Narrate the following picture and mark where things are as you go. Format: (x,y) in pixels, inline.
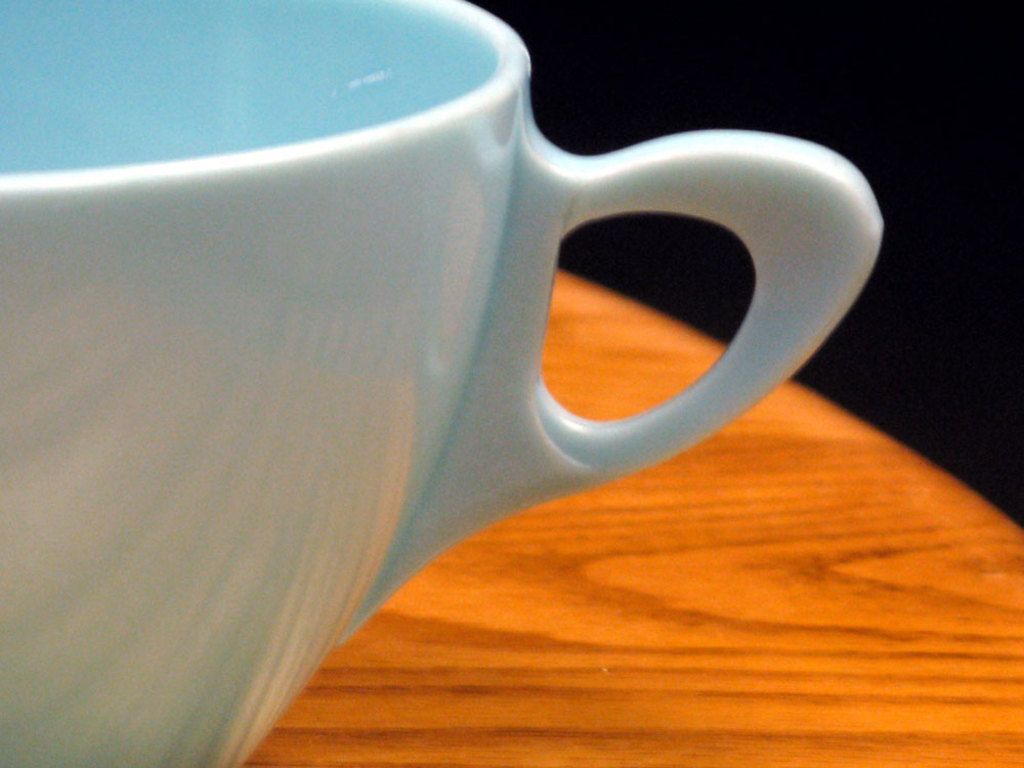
In this image, we can see a cup (360,371) on the table (674,655) and the background (875,95) is dark.
